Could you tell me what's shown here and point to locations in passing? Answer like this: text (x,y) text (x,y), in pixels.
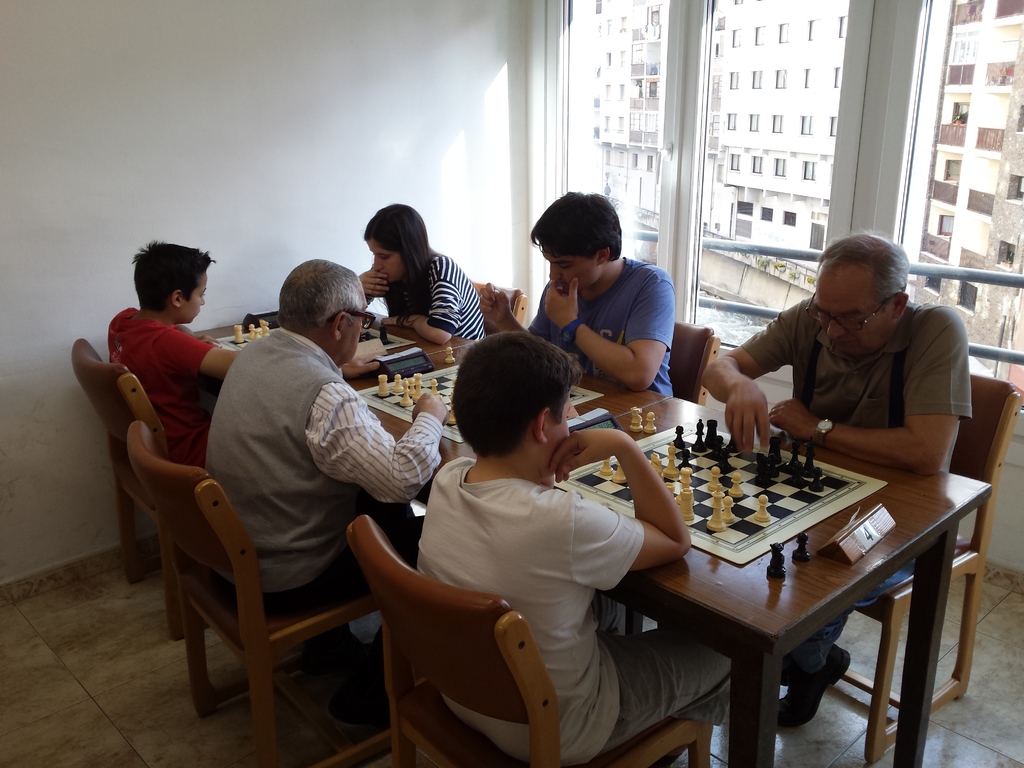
This picture is clicked inside a room (816,756). We see six people (591,675) sitting on chair (404,558) and they are playing chess. Among the six people (405,216), we see a woman (424,254), three men (614,274) and two boys (528,395) playing chess. On background (988,162), we see many buildings (815,171) and to the left of them, we see a wall (339,136) which is white in color.
